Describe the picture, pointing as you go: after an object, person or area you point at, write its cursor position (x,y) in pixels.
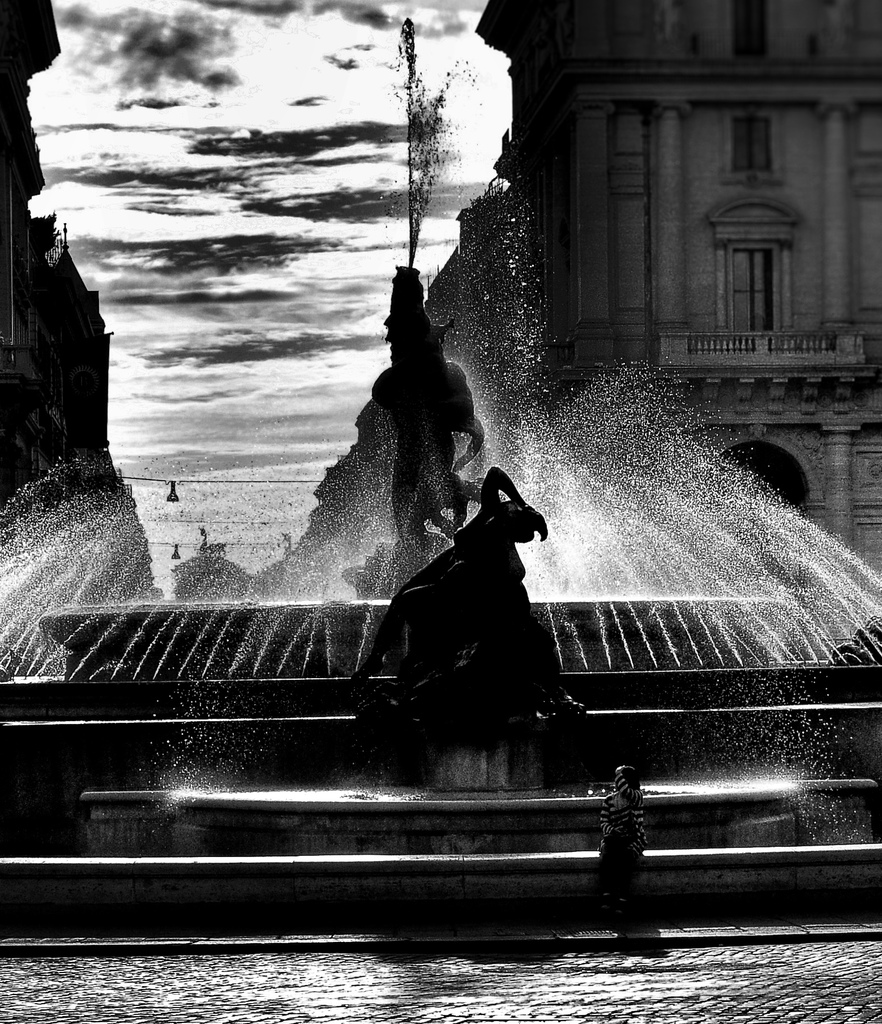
In this image in the center (441,495) there is a statue (416,449), and there is a fountain (599,537). At the bottom (393,976) there is walkway (649,961) and there is one women (627,837) sitting on a wall (252,832), and in the background (740,366) there are buildings (84,418). At the top (284,222) there is sky (326,389).
